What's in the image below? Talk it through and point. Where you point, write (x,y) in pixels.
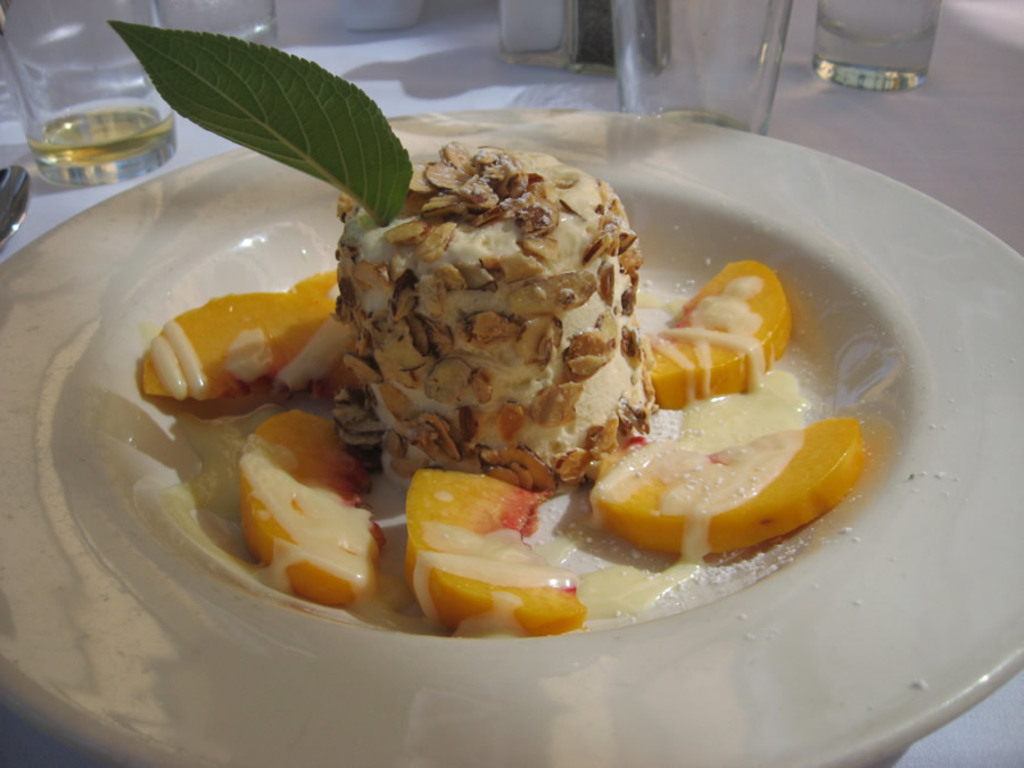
In the picture I can see some food item (519,448) with a leaf (326,149) on the top (350,228) of it is placed on the white color plate (36,273). In the background (36,111), we can see few glasses (919,17) and a glass (71,181) with a drink (109,118) in it is on the left side of the image (96,137).
